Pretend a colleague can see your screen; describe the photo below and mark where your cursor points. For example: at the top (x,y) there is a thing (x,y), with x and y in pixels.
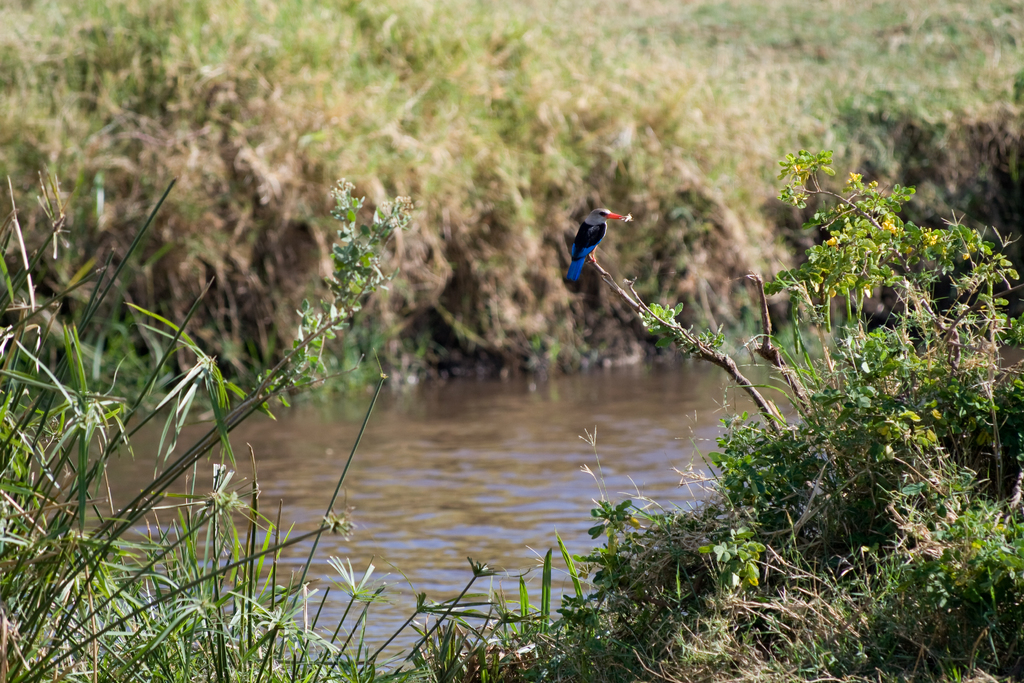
This picture consists of a canal (245,445) in the middle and beside the canal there is grass (87,424) and a bird (591,242) visible on stem (717,359) of plant (661,323).
